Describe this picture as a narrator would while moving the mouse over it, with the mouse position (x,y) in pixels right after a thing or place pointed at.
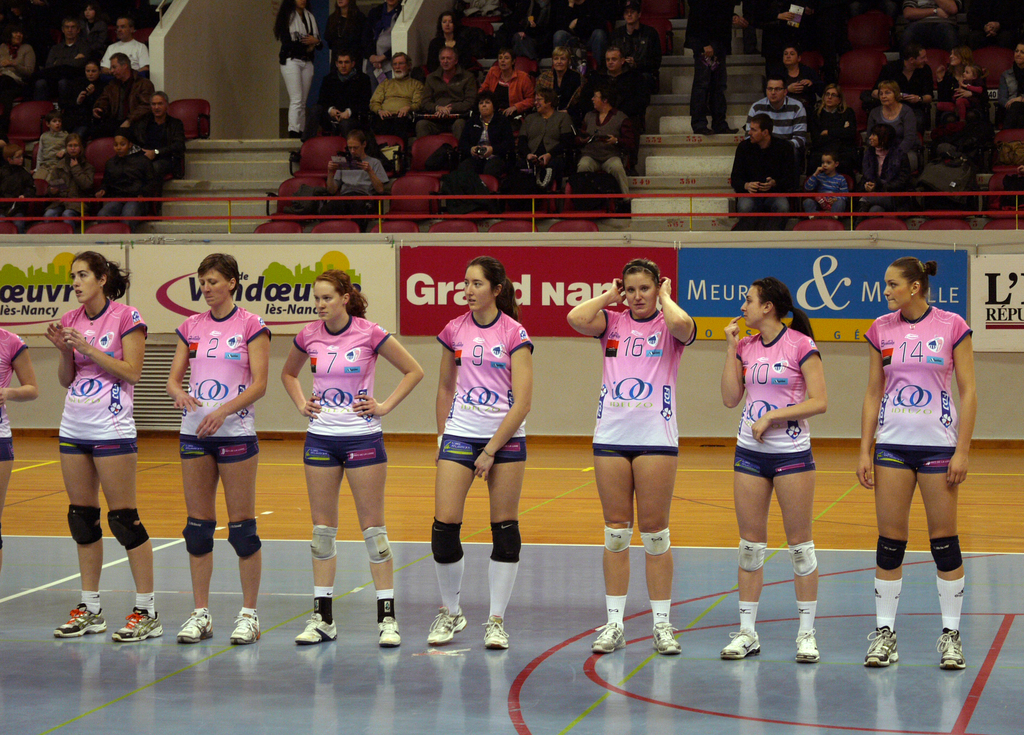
This picture is taken inside the stadium (143,400). In this image, in the middle (482,330), we can see a group of women (609,637) standing on the floor (670,666). In the background (874,308), we can see a hoardings (843,308) with some pictures (319,262) and text (581,286) written on it. In the background (441,113), we can see a group of people (772,128). In the background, we can also see a few people (780,39) are standing on the staircase (712,182).
